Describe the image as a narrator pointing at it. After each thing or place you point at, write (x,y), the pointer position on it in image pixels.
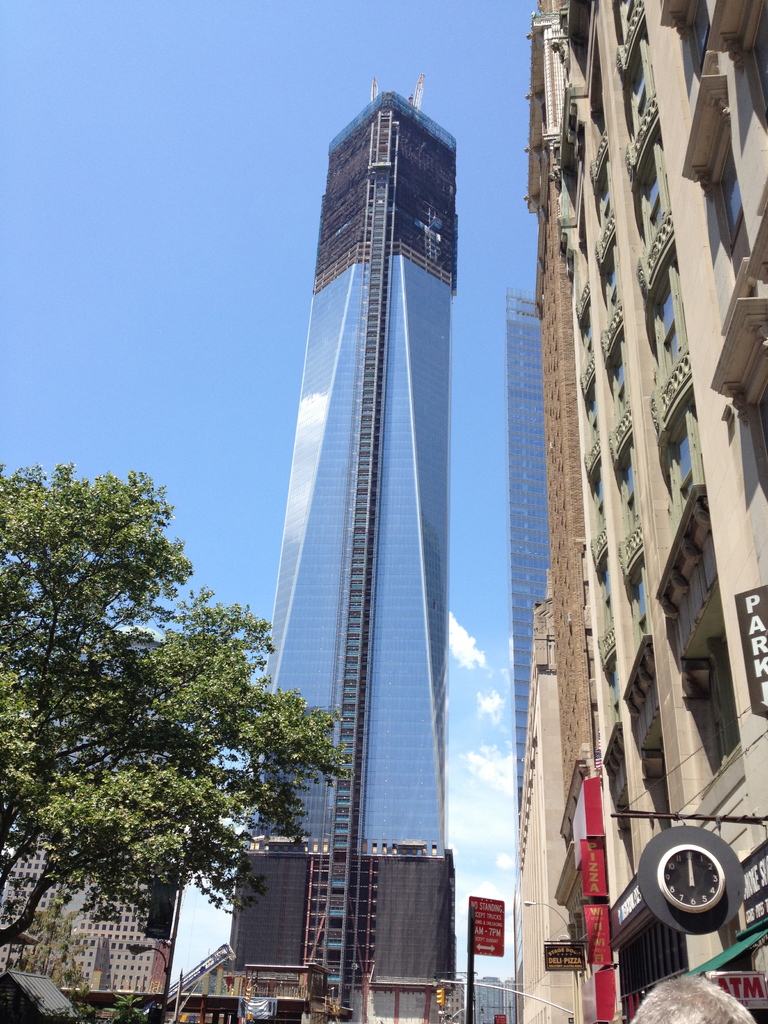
This image is taken outdoors. At the top of the image (137,180) there is the sky (456,797) with clouds (456,797). On the left side of the image (71,866) there is a tree (80,851) and there are a few buildings (152,954). In the middle of the image (419,348) there is a skyscraper (350,786). On the right side of the image (560,804) there are a few buildings (551,918) and houses (748,582). There are a few boards (499,902) with text (499,902) on them and there is a clock (667,905).
